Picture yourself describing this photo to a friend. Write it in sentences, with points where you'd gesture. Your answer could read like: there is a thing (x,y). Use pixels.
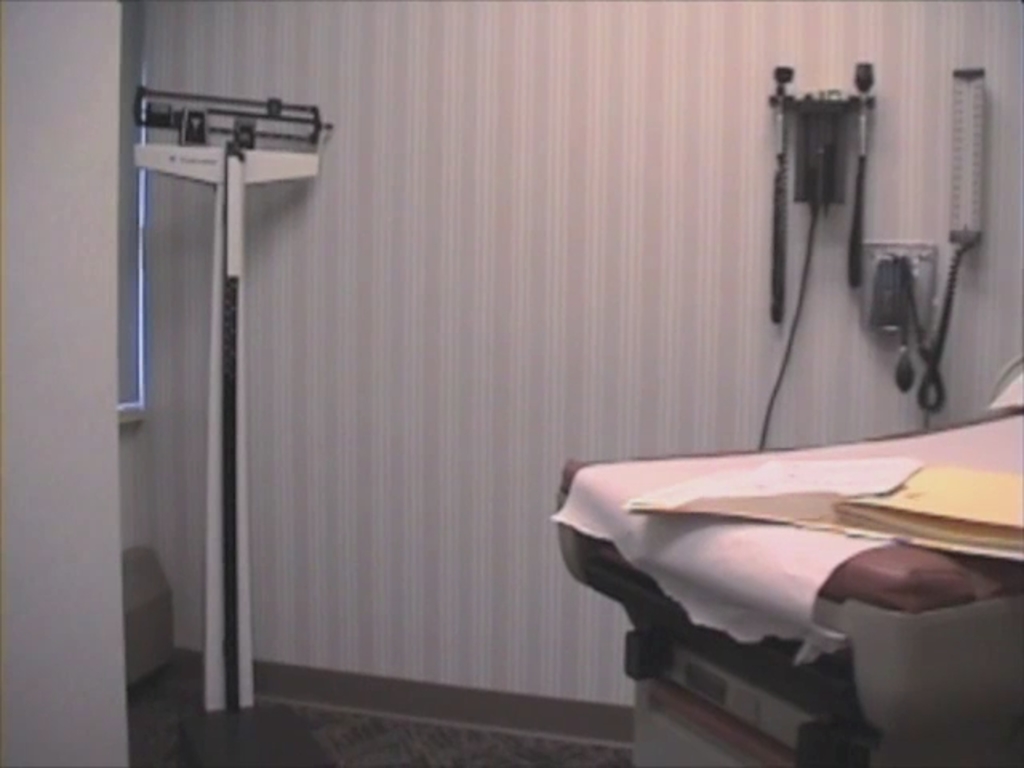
In this image in the front (690,593) there is a bed (833,648) and on the bed (850,543) there is a file (871,513). In the background (176,152) there is a stand (159,169) and there are objects (855,201) on the wall (928,165). On the left side (128,315) in the background (128,328) there is a window (141,278) and there is a wall (53,328).
